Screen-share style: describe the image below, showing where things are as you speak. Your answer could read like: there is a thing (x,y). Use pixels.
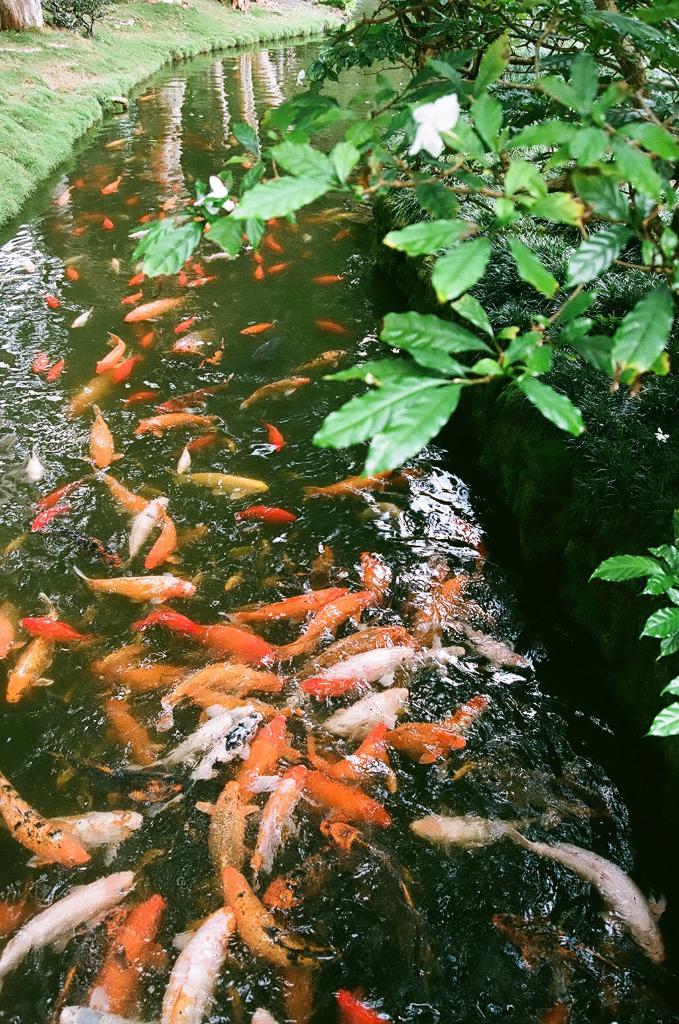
In this image we can see a plant (595,263). There are many fishes (271,710) in the water (174,151). There is a grassy land (155,44) at the left side of the image (183,42).
